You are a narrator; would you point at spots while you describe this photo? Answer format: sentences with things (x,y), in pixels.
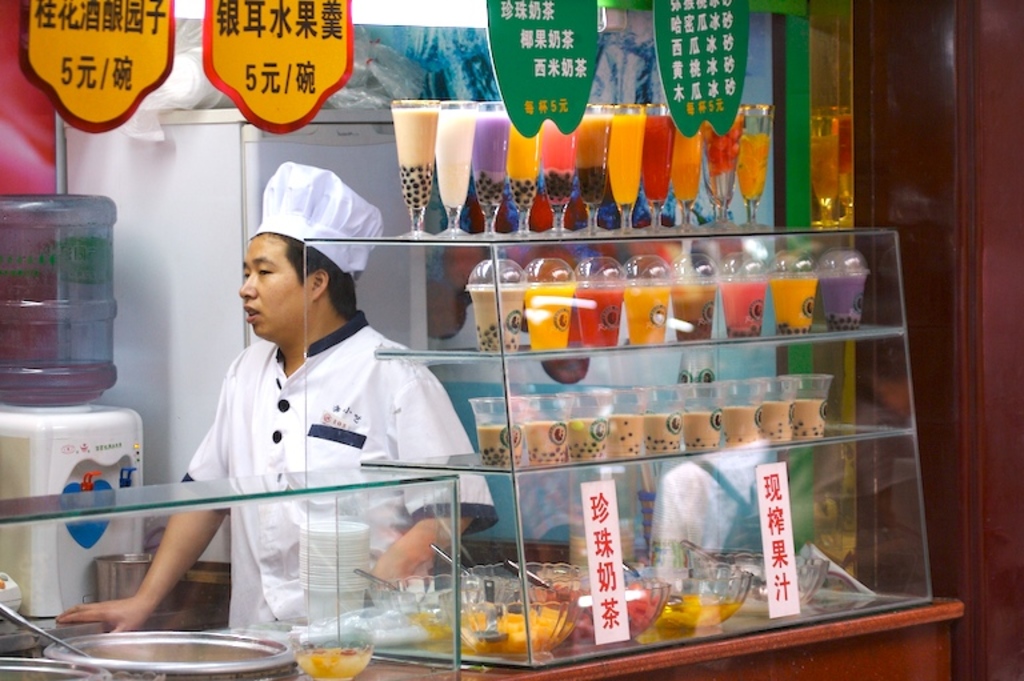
In the image we can see there is a chef (274,372) standing and there are juice glasses (608,329) kept on the table (574,349). There are sweets (674,603) kept in the bowls (497,604) and there are banners (116,42) kept on the top (532,83). Behind there is a drinking water machine (97,498) and there is a refrigerator (255,166).
